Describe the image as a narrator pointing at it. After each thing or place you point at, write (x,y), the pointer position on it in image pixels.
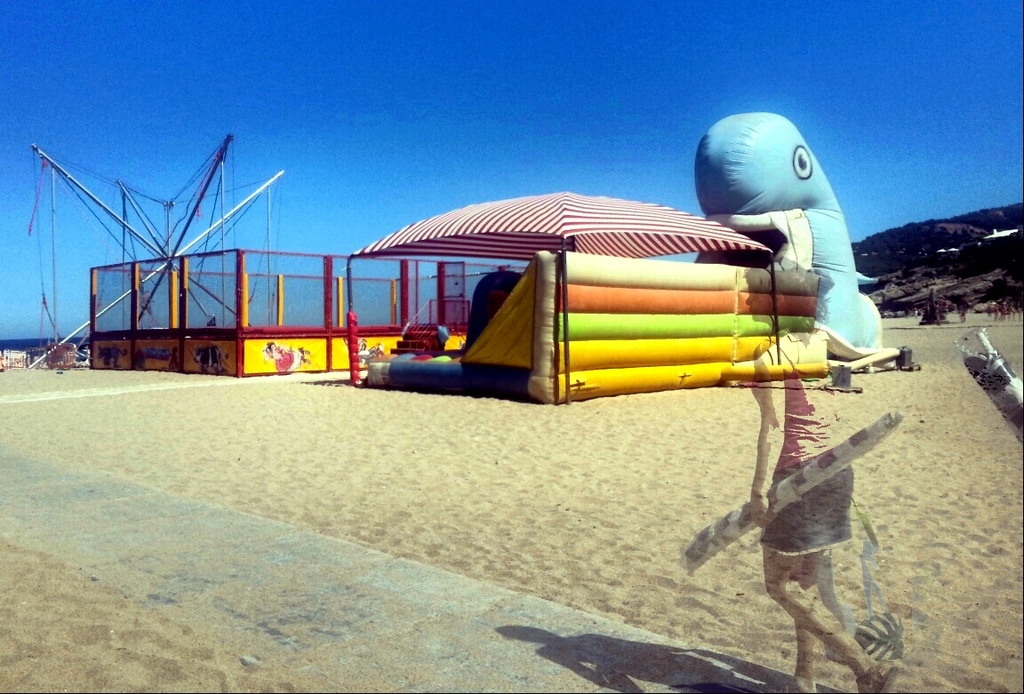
On the right (760,343) we can see an edited image of a woman (793,512) walking. In the foreground (258,583) there is sand (514,531) and road (270,635). In the center of the picture (541,386) there are playing objects (372,312) for children like balloons (771,178), tent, iron frames (172,301) and other objects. In the background (962,242) towards right (955,247) there is a hill (950,263). At the top (429,63) it is sky (535,82).
